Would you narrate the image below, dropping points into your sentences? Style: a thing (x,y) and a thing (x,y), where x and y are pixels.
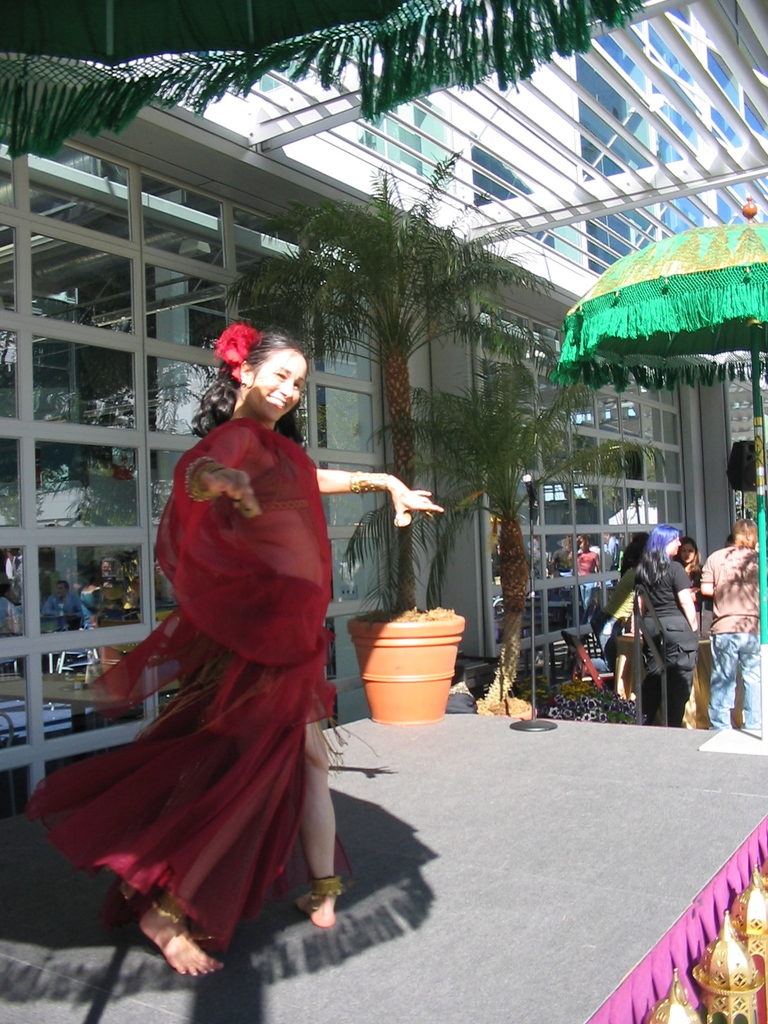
On the left side of this image (184,685) there is a woman (258,673) smiling and dancing on the stage (463,906). At one corner of the stage (467,788) there is a pot (391,621). On the right side (672,604) few people (690,588) are standing under the umbrella (654,382). Beside them there are few plants (406,570). In the background (355,187) there is a building (334,181). In the bottom right-hand corner (710,977) there are few objects (730,949).
